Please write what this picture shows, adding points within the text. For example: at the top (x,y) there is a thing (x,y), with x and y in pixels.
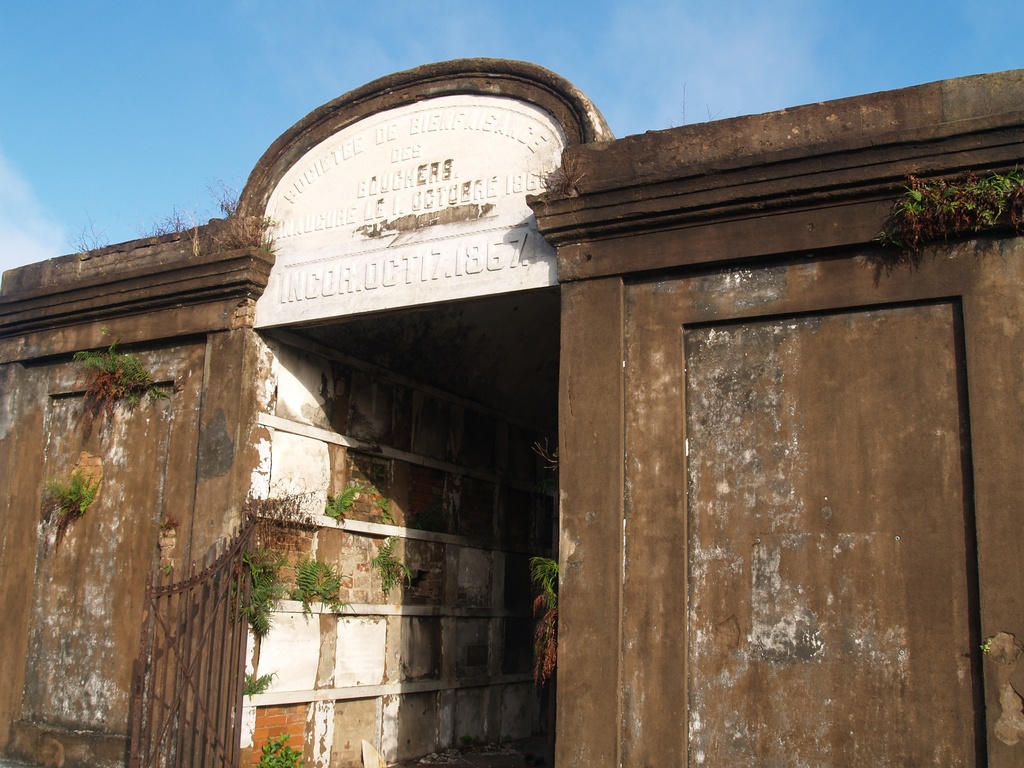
In this image I can see a building (393,301) and I can see a gate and the plants (388,508). In the middle of this picture (477,270) I see something is written. In the background (2,236) I can see the clear sky (637,61).
